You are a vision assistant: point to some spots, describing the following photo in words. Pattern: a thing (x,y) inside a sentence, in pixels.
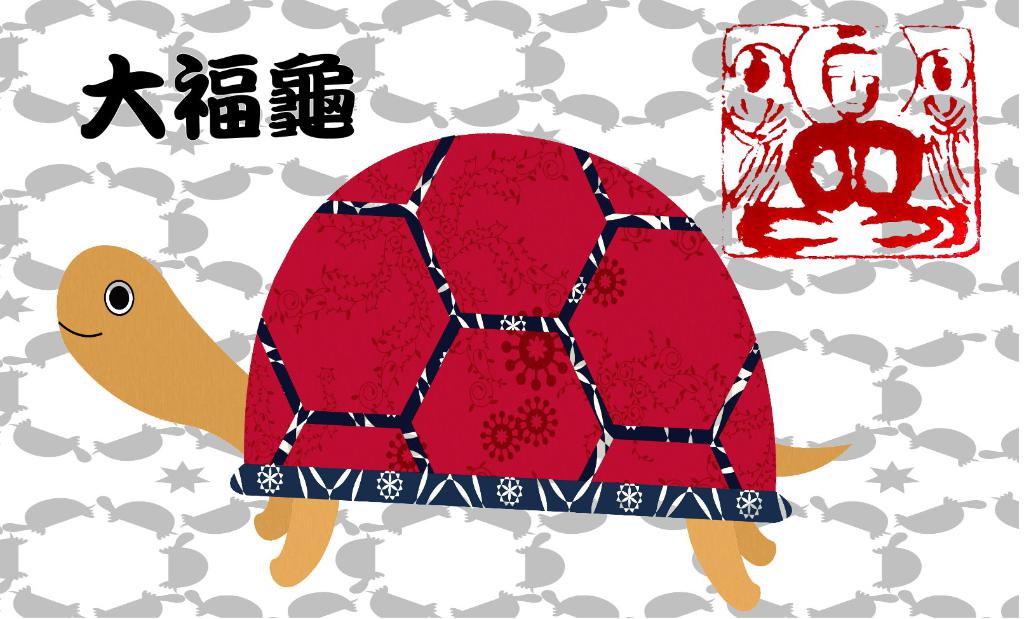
In this image we can see there is a painting (371,236). On the picture there is a tortoise (486,385) and text (226,98). And at the back (264,93) there is a background (833,583) with a design (534,91).
